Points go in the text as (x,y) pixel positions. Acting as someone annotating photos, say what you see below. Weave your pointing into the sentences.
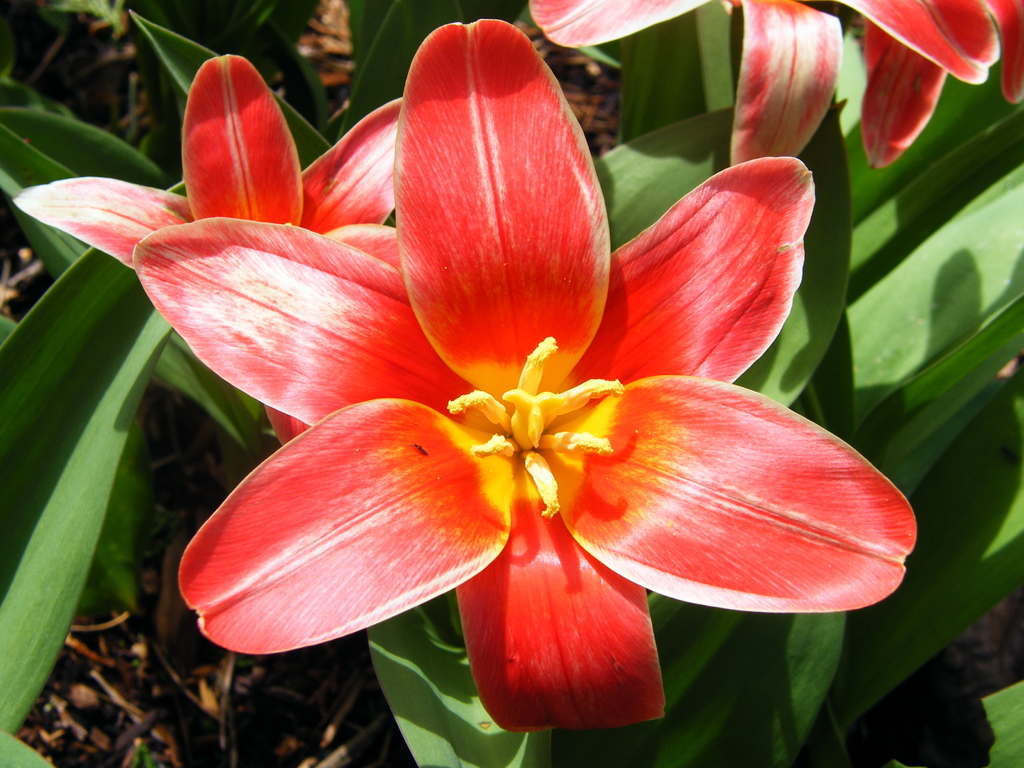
In this image we can see the flowers (654,417), plants (843,186) and shredded leaves (128,686) on the ground (160,696).
